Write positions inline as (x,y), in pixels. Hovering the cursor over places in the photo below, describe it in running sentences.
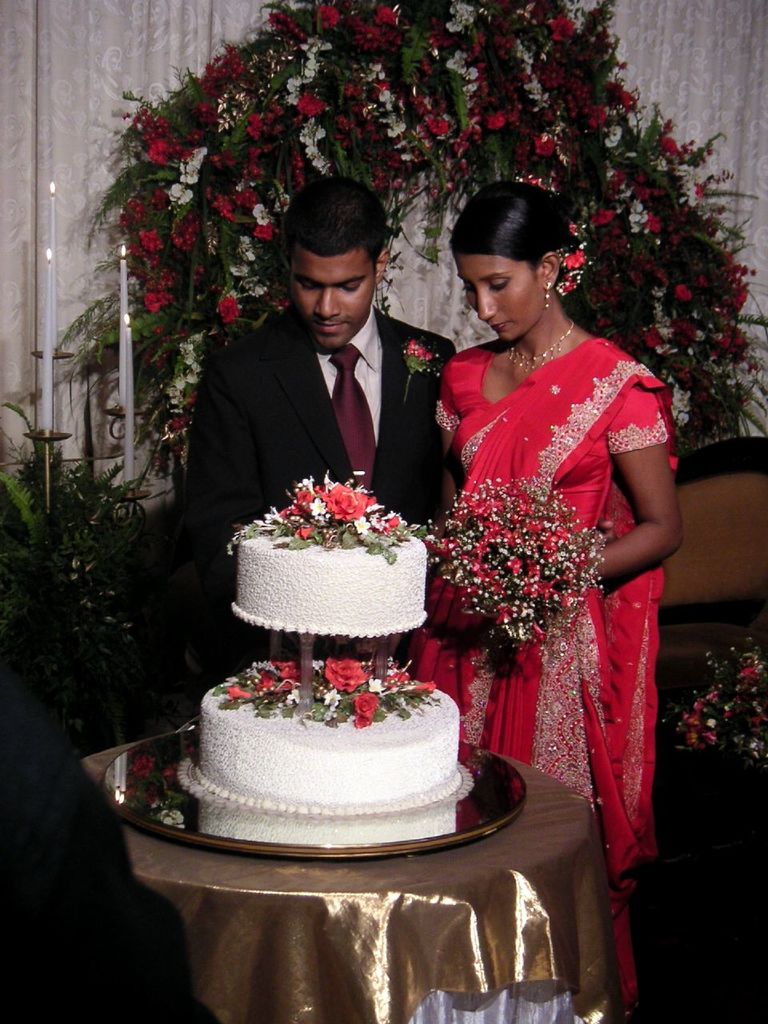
As we can see in the image there are white color curtains (111,112), flowers (341,120), plants (46,625), two people (310,423) standing and there is a table (449,857). On table (462,859) there is cake (317,700). The woman (559,331) on the right side (567,744) is wearing red color saree (564,468). The man (325,312) standing in the middle (307,386) is wearing black color jacket (274,427).
